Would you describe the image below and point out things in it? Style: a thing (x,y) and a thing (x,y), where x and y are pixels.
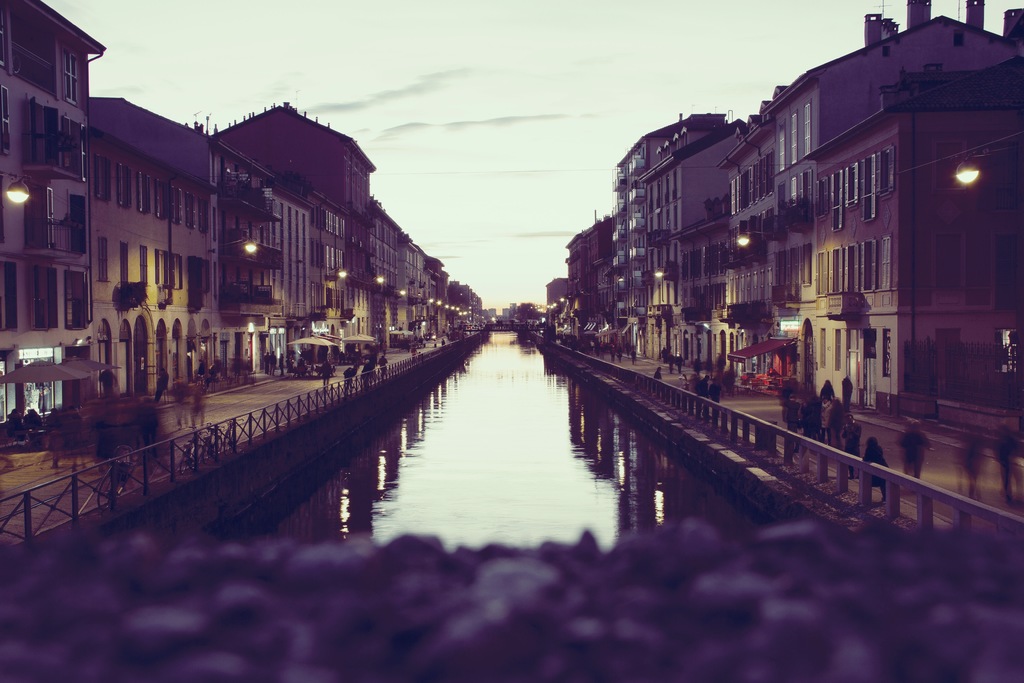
In this image I can see the water (480,436), few buildings (330,282) on both sides of the water (461,439), few lights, few persons (213,366) standing on the road (683,369), few tents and in the background (407,163) I can see the sky (526,118).
